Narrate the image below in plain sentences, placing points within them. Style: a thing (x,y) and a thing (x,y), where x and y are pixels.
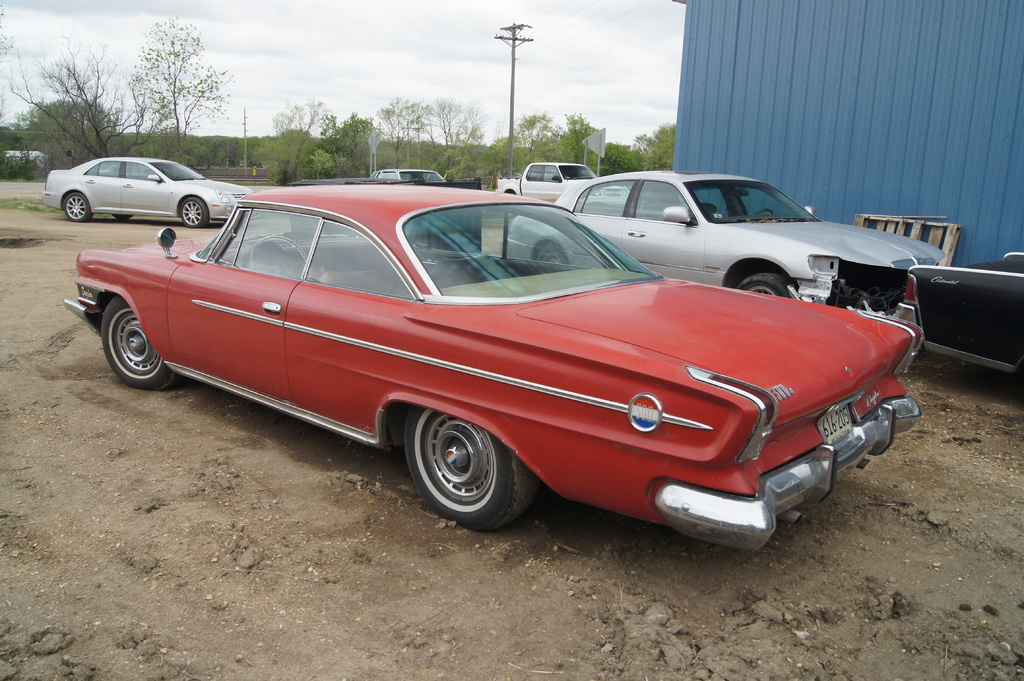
In the image we can see there are many vehicles (341,232) of different colors. We can even see there are trees (287,110), poles (243,120) and grass (38,199). Here we can see sand (334,543), shed (828,32) and the sky (562,79).
